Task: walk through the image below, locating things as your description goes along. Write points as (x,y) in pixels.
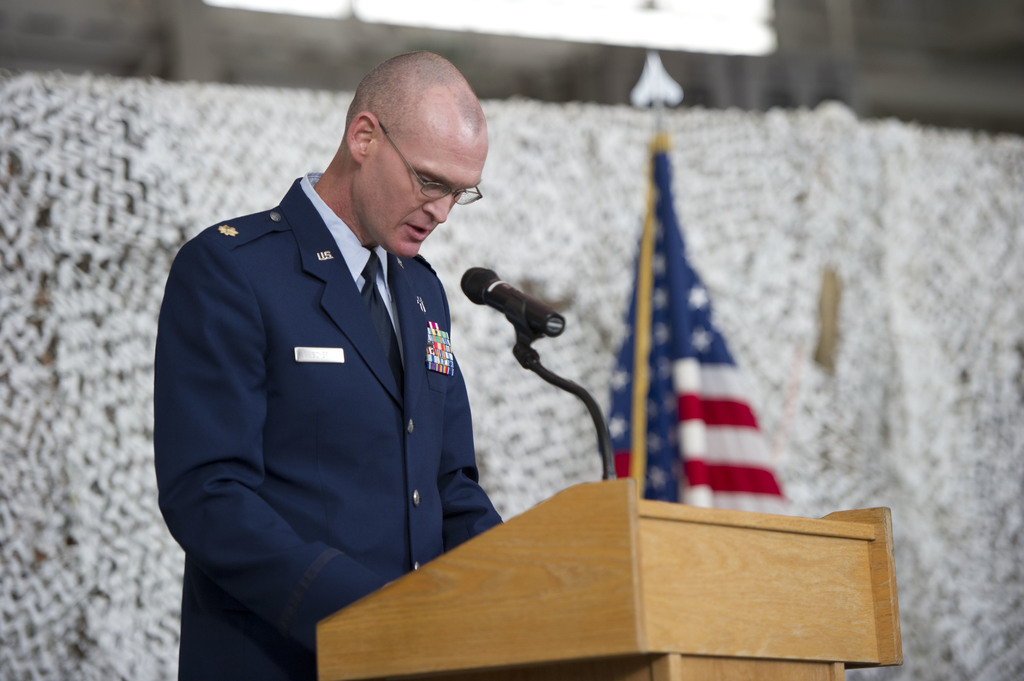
In this image, we can see a person (349,433) with glasses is standing near the podium (618,617). Here there is a microphone (516,320) with stand (573,387). Background (552,398) there is a blur view. Here we can see a flag (714,425) with pole (638,446).
